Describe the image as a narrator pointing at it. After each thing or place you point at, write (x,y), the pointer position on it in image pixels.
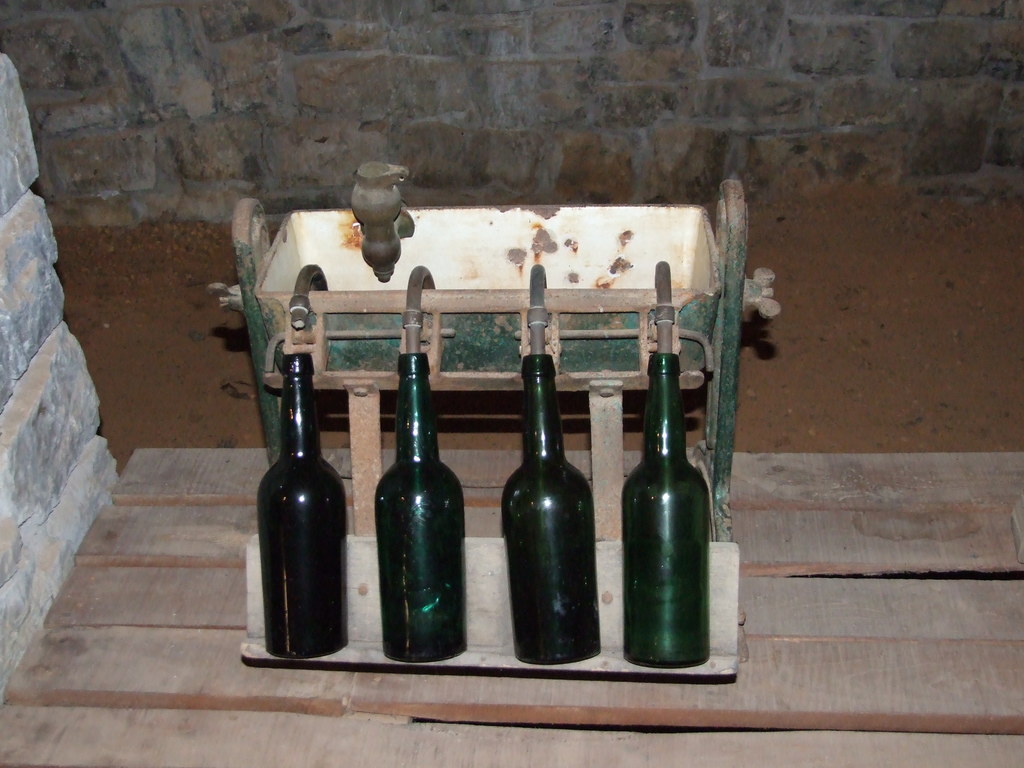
In this image there are four bottles (583,572) to the pipes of the machine (368,491) and the machine (373,472) is on the table (864,649), there is a stone wall (24,574) and sand (135,278).
